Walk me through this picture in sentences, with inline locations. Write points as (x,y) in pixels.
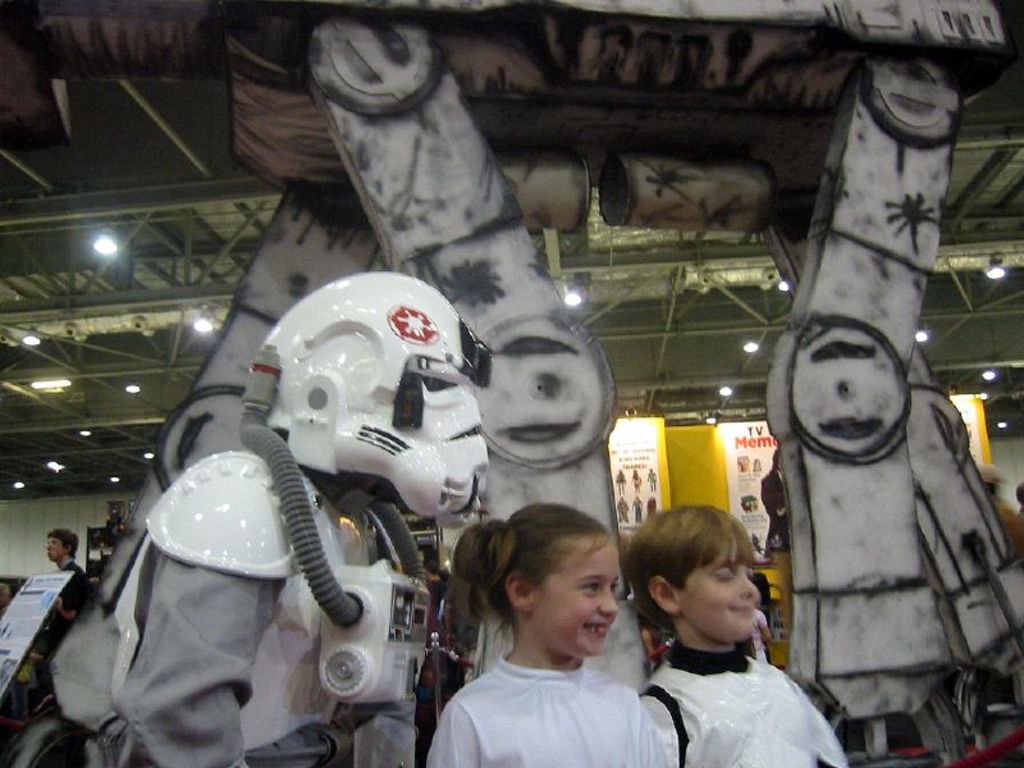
In this image, at the bottom (547,667) there is a girl (566,589), boy (739,642), they are smiling. On the left (318,552) it seems like a person robot (261,635). In the background (34,271) there are people (61,621), posters (54,600), boards (54,600), lights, roof (610,321), machine (872,640).
